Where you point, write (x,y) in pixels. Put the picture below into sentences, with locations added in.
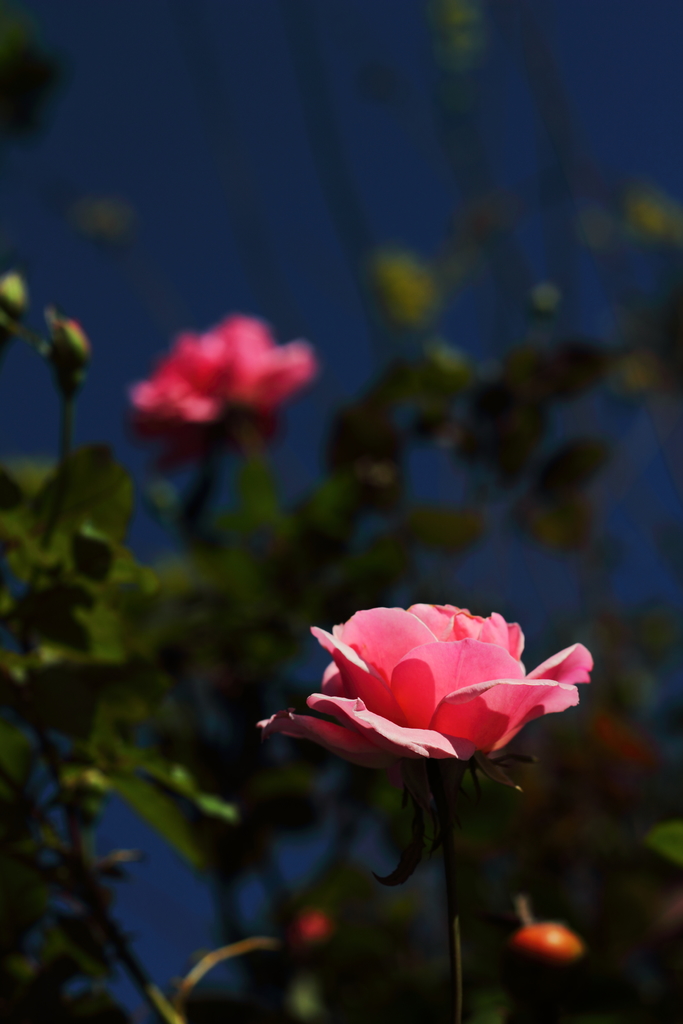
In the middle of the image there are some flowers (230,320). Behind the flowers (230,320) there are some plants (652,892).
